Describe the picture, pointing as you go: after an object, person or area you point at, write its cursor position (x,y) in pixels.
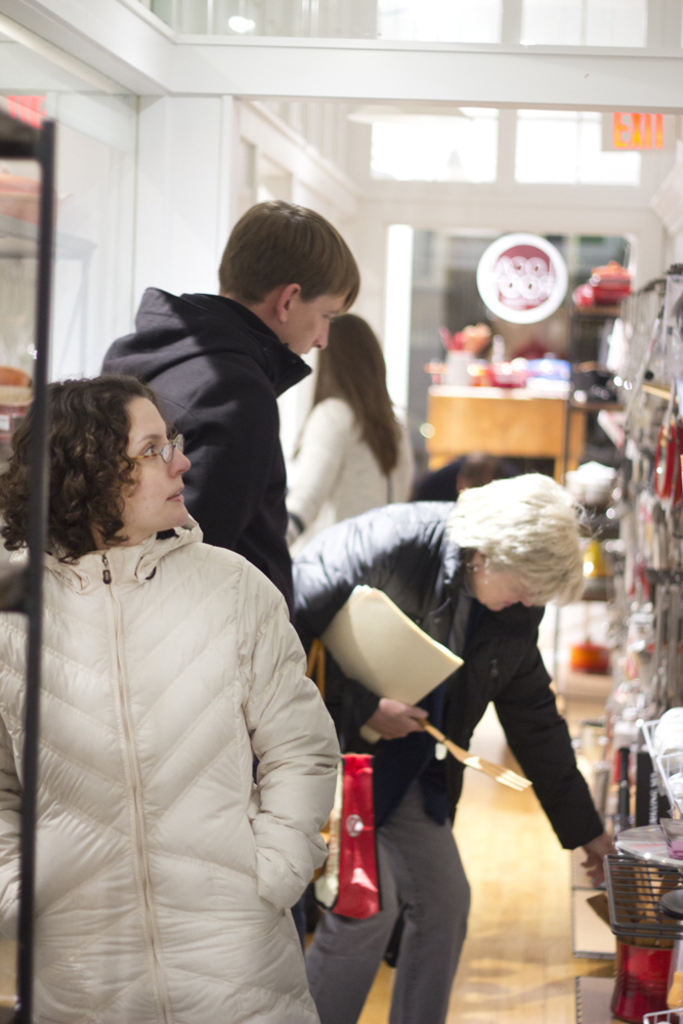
In this image we can see the inner view of a building (538,829) it looks like a store (644,923) with some objects (623,362) and there are few people (371,959) and one person (413,737) among them is holding some things (513,782). In the background (617,438), the image is blurred.
